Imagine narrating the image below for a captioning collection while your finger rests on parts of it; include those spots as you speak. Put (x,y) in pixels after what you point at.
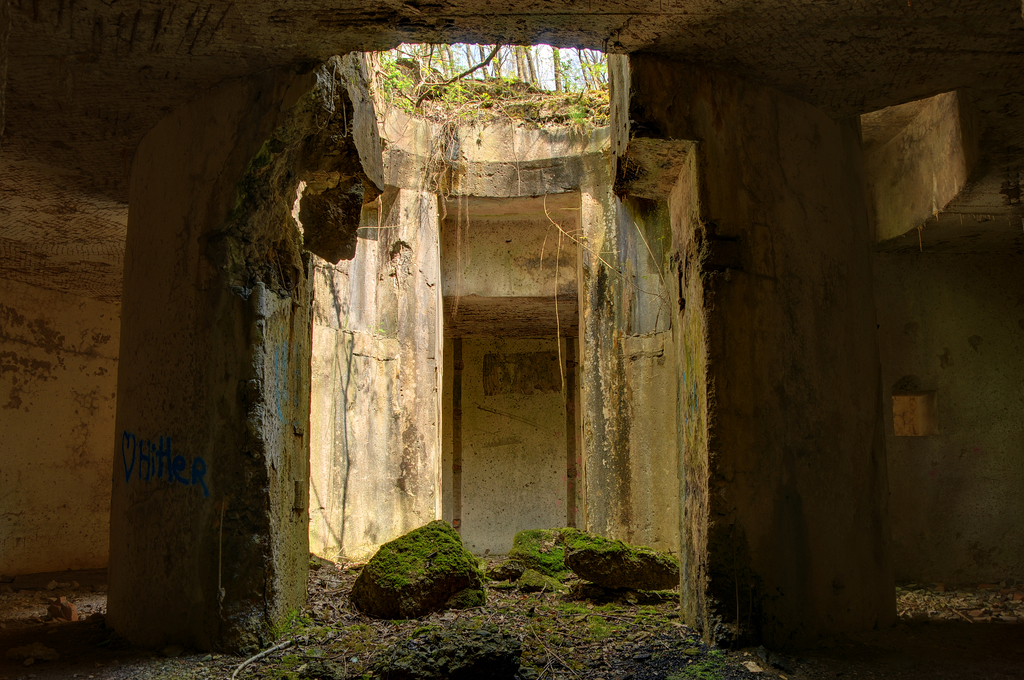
In this image we can see a building (346,312) with pillars (404,443) and a wall (330,480). We can also see some stones (396,647) on the ground (351,627) with plant moss (421,553) on it. We can also see some plants (482,97) and the sky (550,79) which looks cloudy.
